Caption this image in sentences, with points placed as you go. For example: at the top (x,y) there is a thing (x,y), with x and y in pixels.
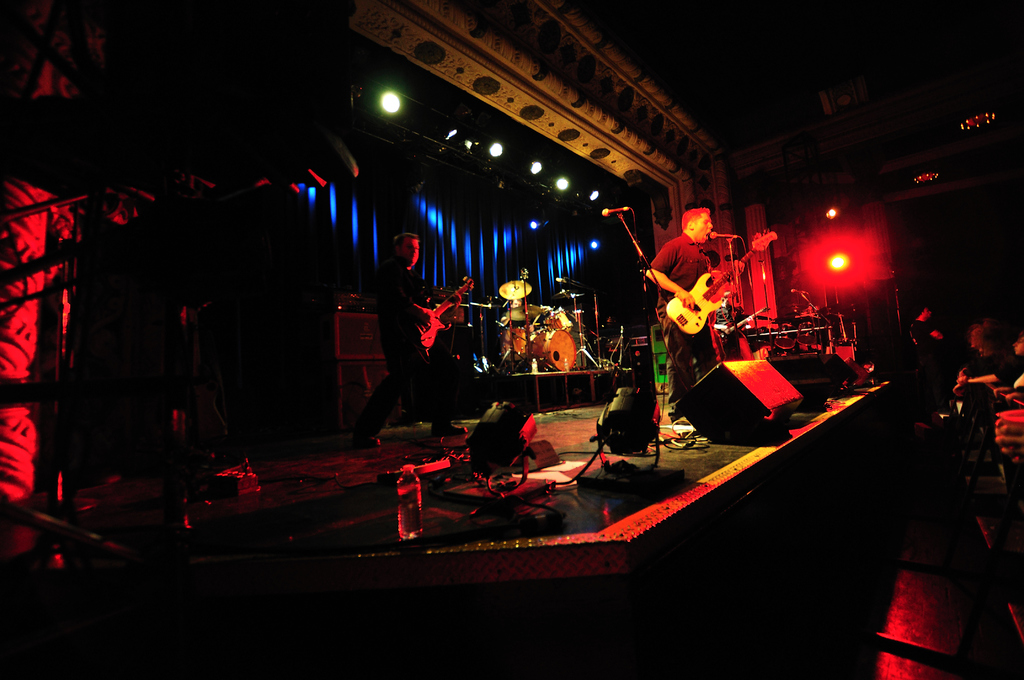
These 2 persons (416,297) are playing guitar (704,302) in-front of mic (720,240). These are musical instruments (519,328). This is a blue curtain (517,237). On top (568,189) there are focusing lights (397,106).
